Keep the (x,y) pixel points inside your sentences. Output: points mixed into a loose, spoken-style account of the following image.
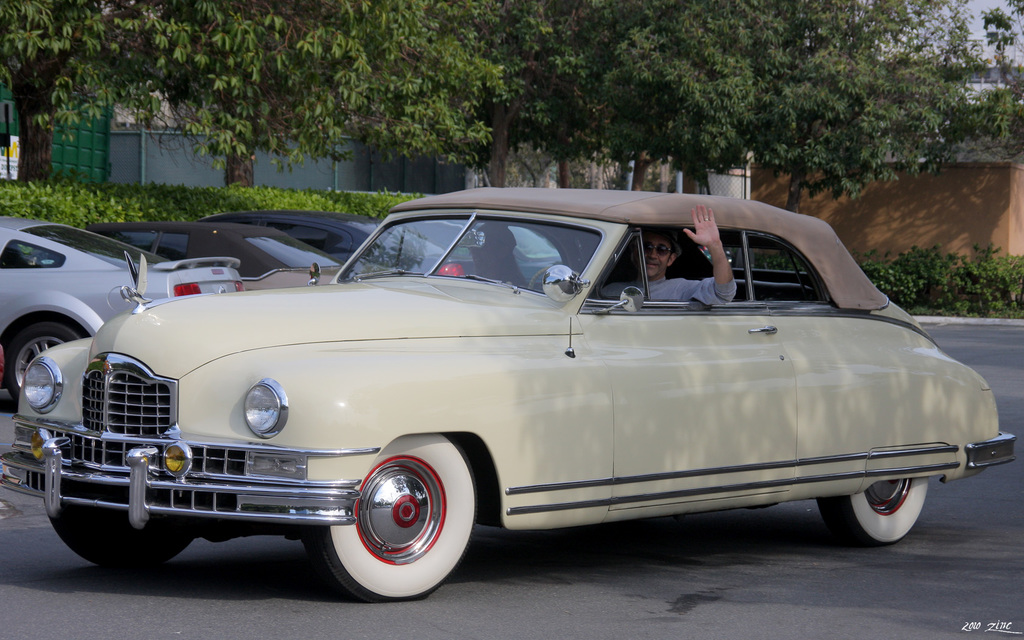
To the bottom of the image (240,604) there is a road (934,609). In the middle of the road (228,615) there is a car (787,221). Inside the car (805,428) there is a person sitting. Behind the car (686,256) there are few cars (212,235). In the background (165,189) there are many plants (276,188), trees (546,45) and also there are walls (970,245).
